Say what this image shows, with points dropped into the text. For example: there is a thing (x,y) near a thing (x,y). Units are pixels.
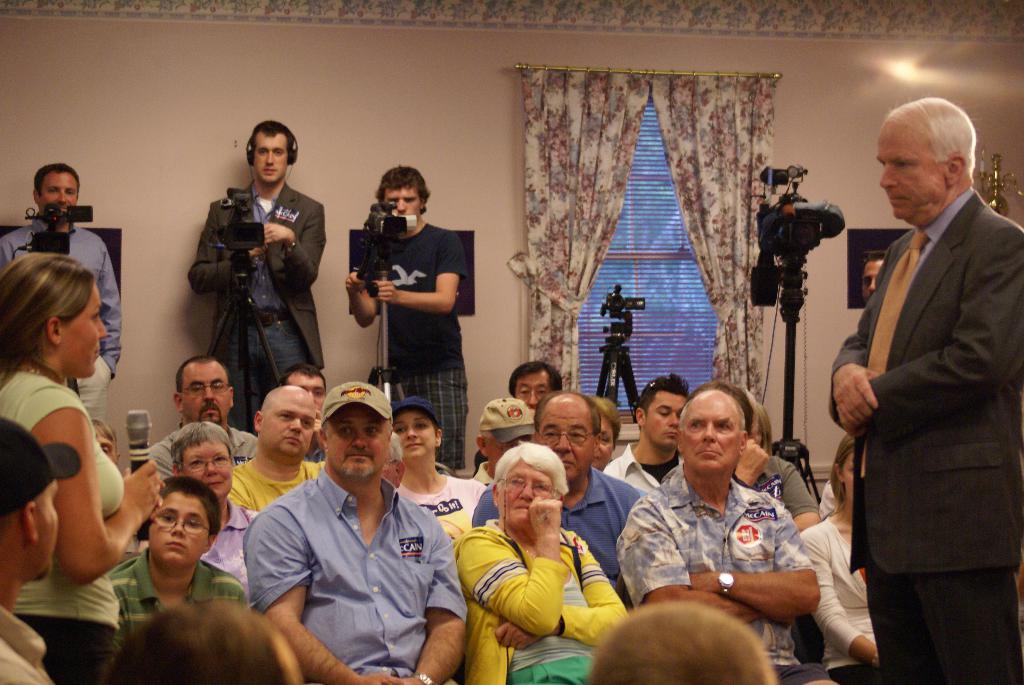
This image is taken indoors. In the background (662,238) there is a wall (335,156) with a window (666,252), a window blind (666,252) and curtains (741,364) and there is a picture frame (857,294) on the wall (821,289). On the right side of the image (940,114) a man (847,390) is standing on the floor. In the middle of the image (352,401) a few people (716,427) are sitting on the chairs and three men (284,241) are standing and holding cameras (415,221) in their hands (383,283). On the left side of the image (24,367) a woman (75,413) is standing and holding a mic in her hand (143,499).
